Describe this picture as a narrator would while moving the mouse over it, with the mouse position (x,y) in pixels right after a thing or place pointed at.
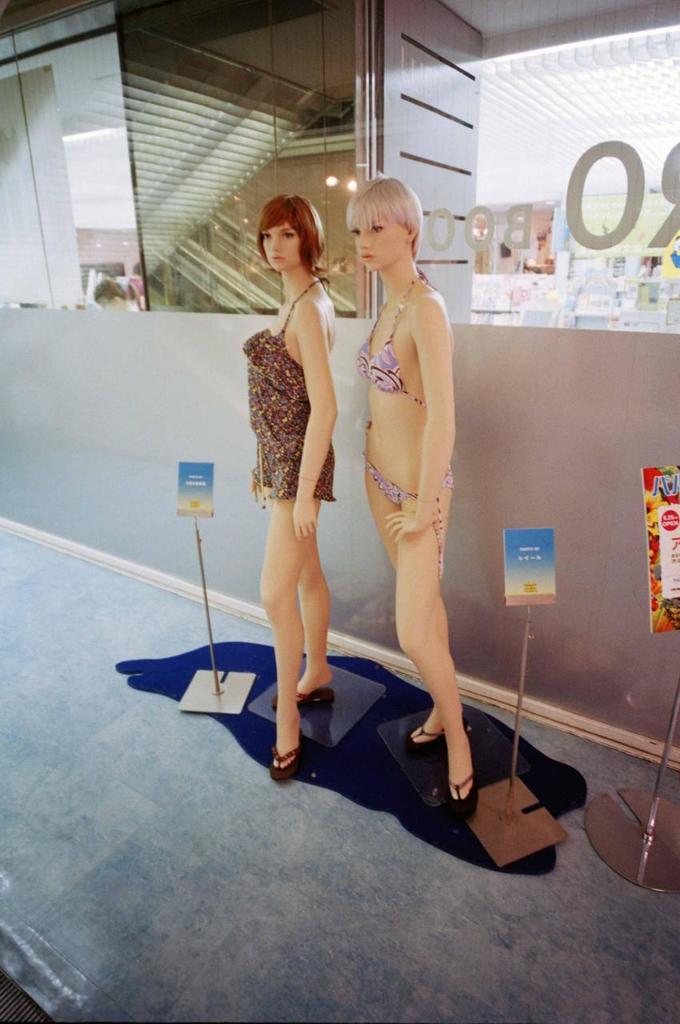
In this image two mannequins (284,368) are on the floor (275,894). There are few stands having few boards (204,476) attached to it. Background (621,240) there is a glass wall (425,199) from which few persons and racks (590,270) are visible.
